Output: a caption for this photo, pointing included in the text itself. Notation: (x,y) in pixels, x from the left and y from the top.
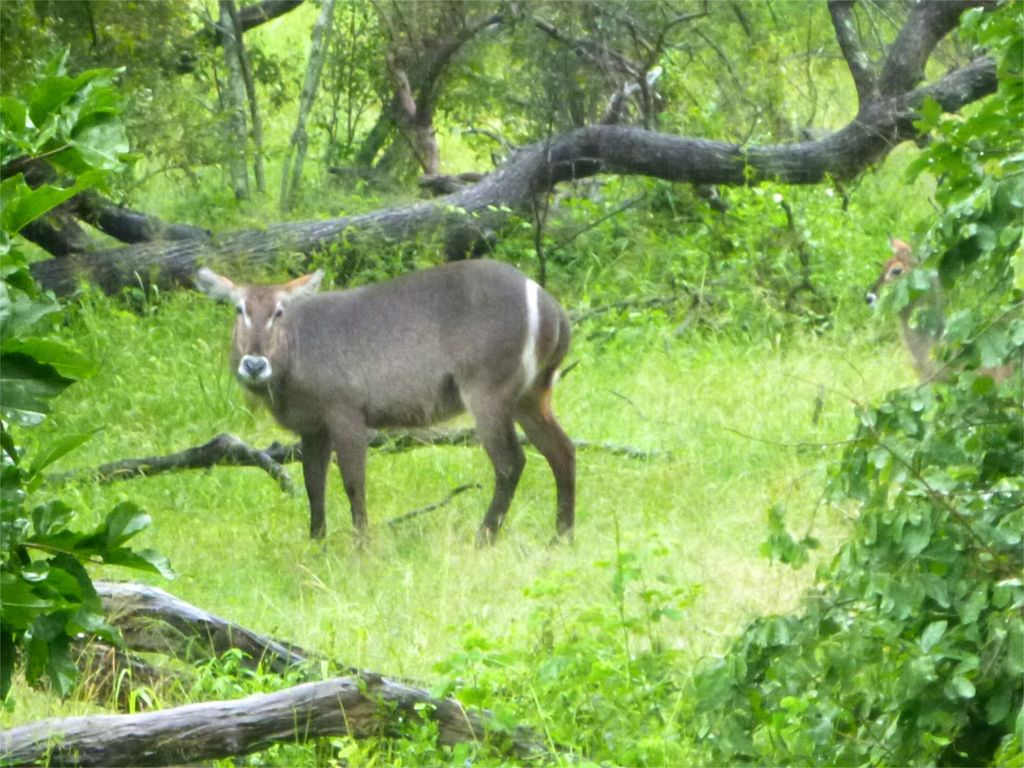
In the image on the ground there is grass (797,609) and also there are plants (278,744). In the middle of the grass (578,606) there is an animal (447,336) standing. Behind the animal (399,283) in the background (142,256) there are many trees (503,104) and stems (142,256).
